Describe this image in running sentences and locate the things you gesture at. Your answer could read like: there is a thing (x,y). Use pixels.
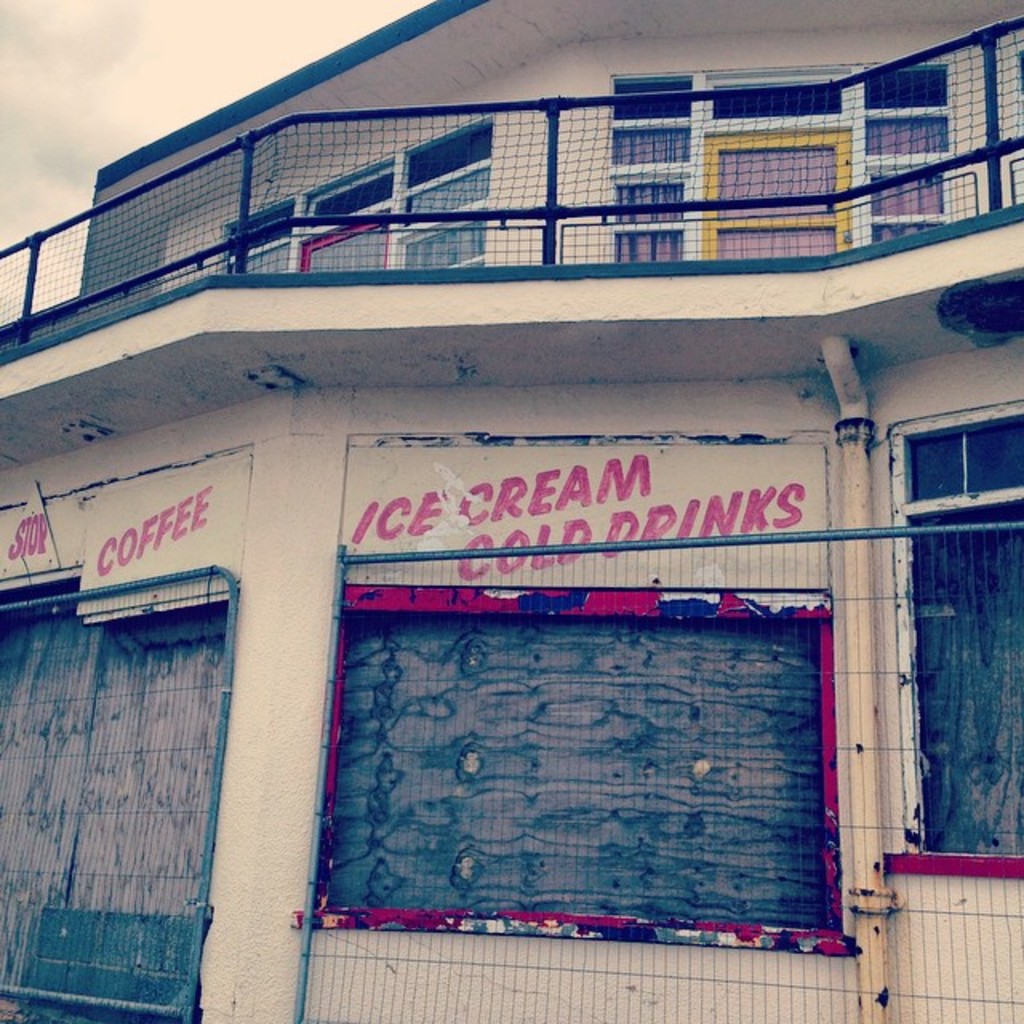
In the picture we can see fence (549,881), boards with some text (601,471), glass windows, steel railing (140,243) and the cloudy sky (27,202) in the background (56,251).
